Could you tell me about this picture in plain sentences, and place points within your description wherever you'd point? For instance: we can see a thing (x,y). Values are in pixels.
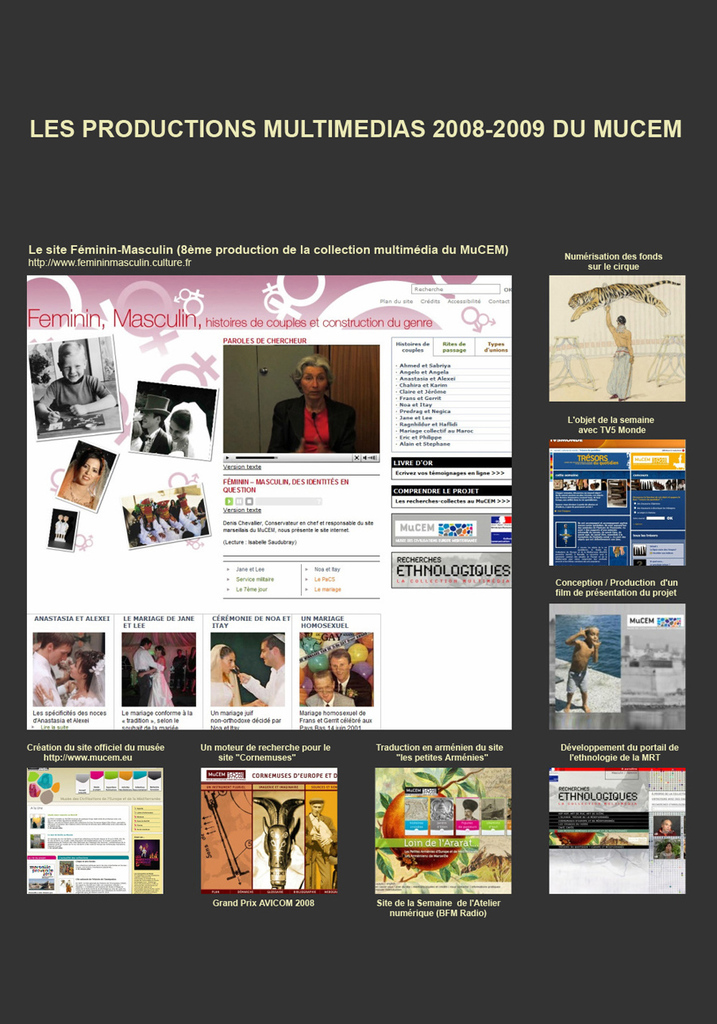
This is an image with collage. In this image we can see some pictures (429,587) and text (275,529) on it.
